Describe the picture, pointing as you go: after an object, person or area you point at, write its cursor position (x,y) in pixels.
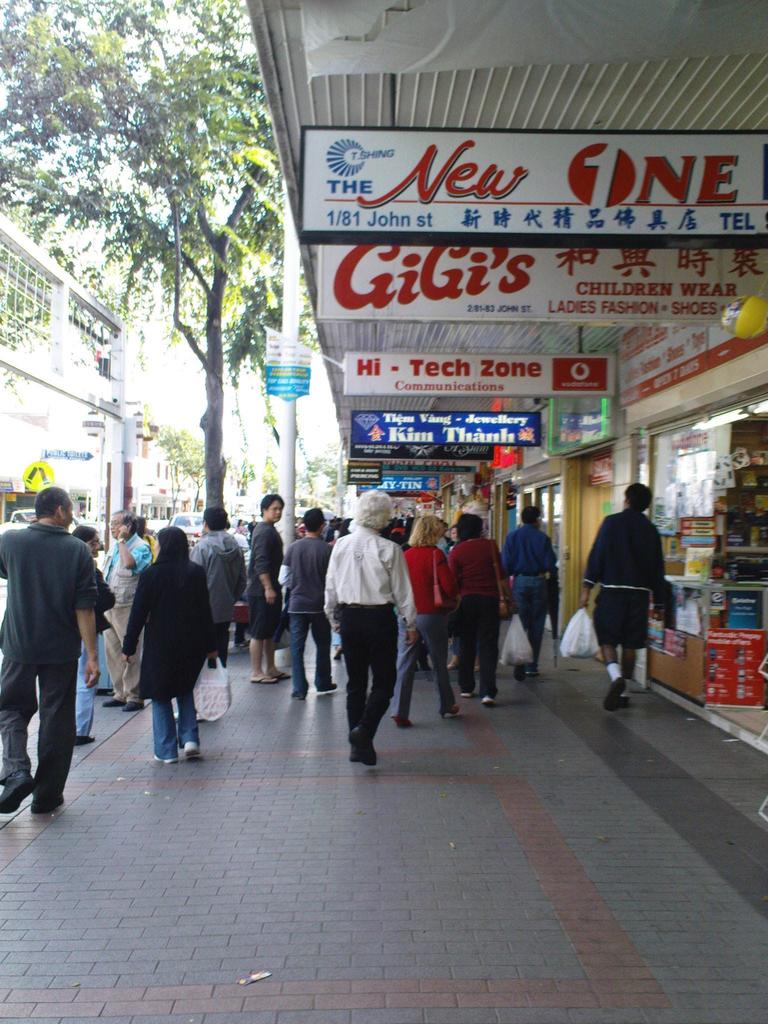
To the bottom of the image (347,786) there is a footpath (383,767). On the footpath (230,749) there are many people (186,566) walking and few are holding the white color plastic bags (214,696) in their hands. To the right corner of the image (645,457) there are stores (623,429) with posters (662,334). And to the top of the image (330,242) there is a roof (469,350) with posters (422,200) and name boards (490,425). And to the left side of the image (180,94) in the background (148,319) there are buildings (73,491), trees (197,470) and a pole (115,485) with poster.
